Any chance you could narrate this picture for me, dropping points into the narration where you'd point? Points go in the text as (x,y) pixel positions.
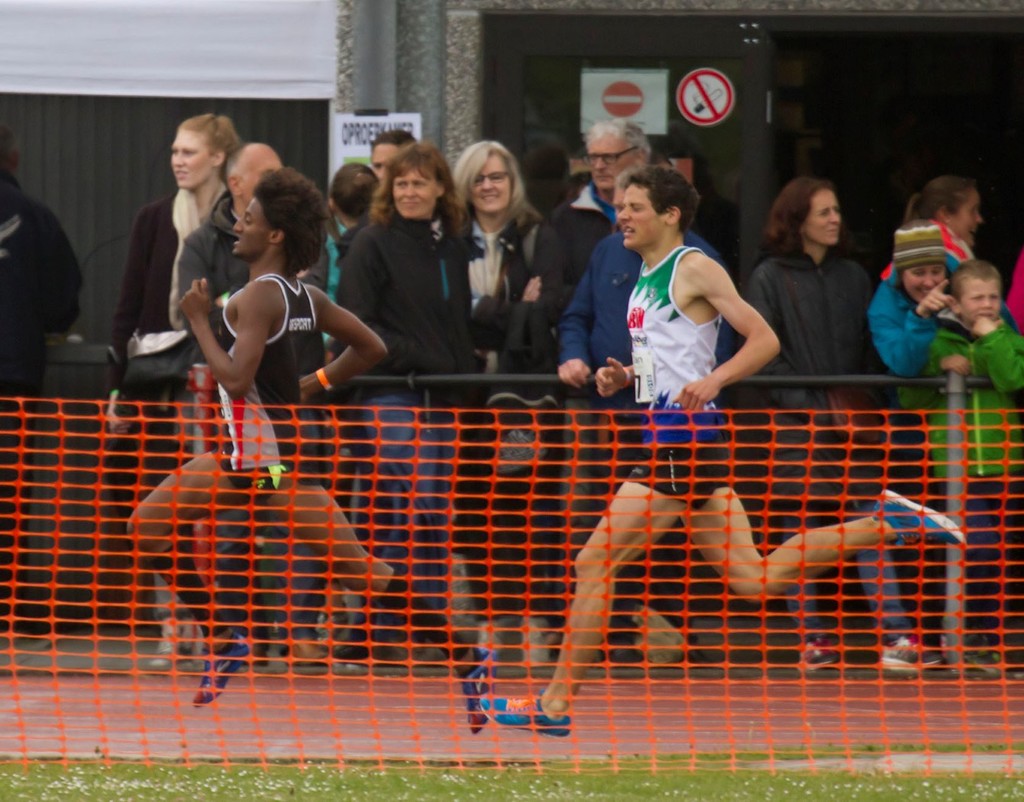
In this image we can see few people (612,364) standing and two of them are running on the ground (521,671), there is a net (297,509) and there is a wall (441,96) with posters (630,101) in the background (447,46).
